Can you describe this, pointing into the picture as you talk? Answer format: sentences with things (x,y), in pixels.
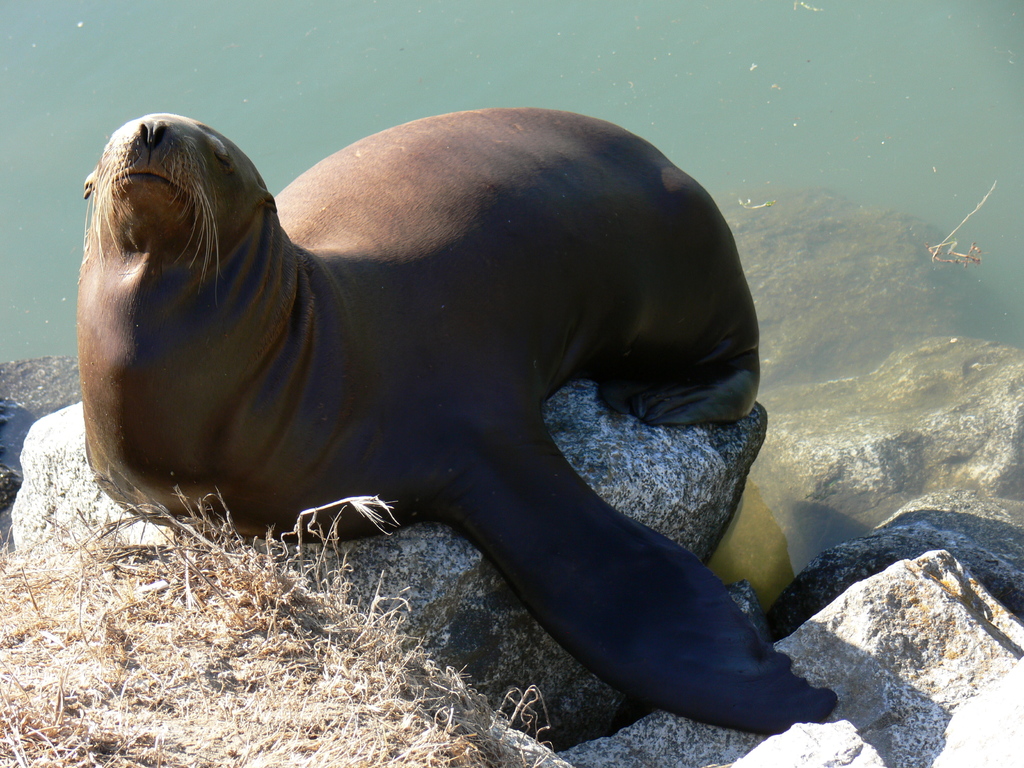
In this image we can see an animal (604,385) on the stone (627,498). Image also consists of water (696,60).
